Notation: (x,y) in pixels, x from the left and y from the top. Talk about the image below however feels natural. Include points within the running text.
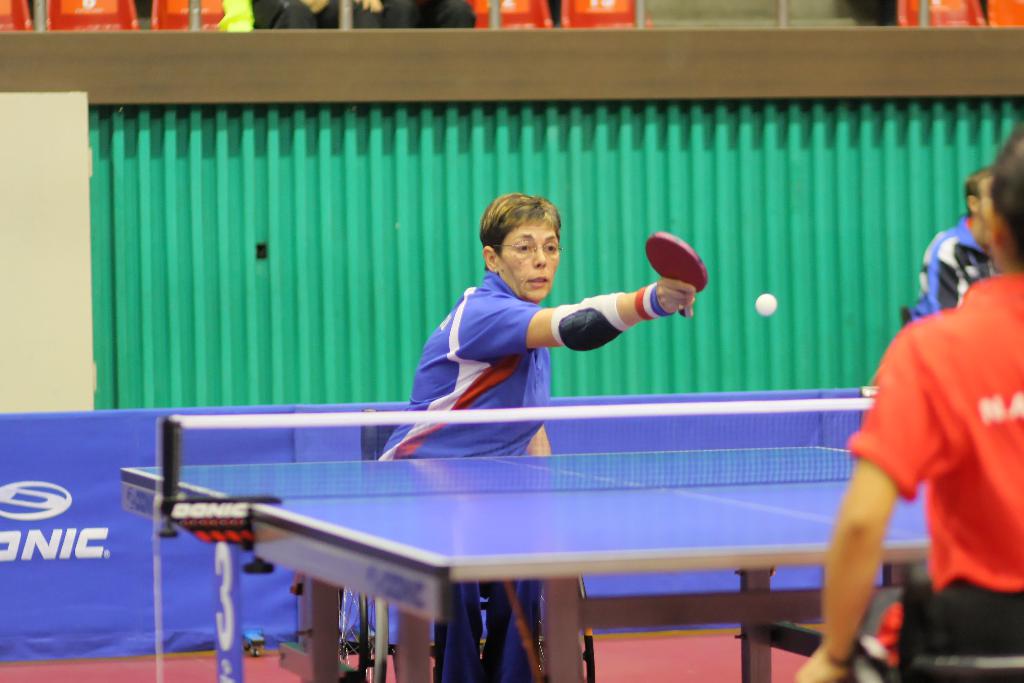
On the right side of the image (951,446) there is a person (889,507). In front of that person (920,402) there is a table tennis table (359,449) with a net (413,433). Behind the table (344,429) there is a person (464,329) with spectacles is sitting on the wheelchair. Behind that person (457,358) there is a fencing (104,517) with banner (63,503). In the background (295,396) there is a green wall (140,187). At the top of the image (954,12) there are chairs (970,13) and also there are rods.
